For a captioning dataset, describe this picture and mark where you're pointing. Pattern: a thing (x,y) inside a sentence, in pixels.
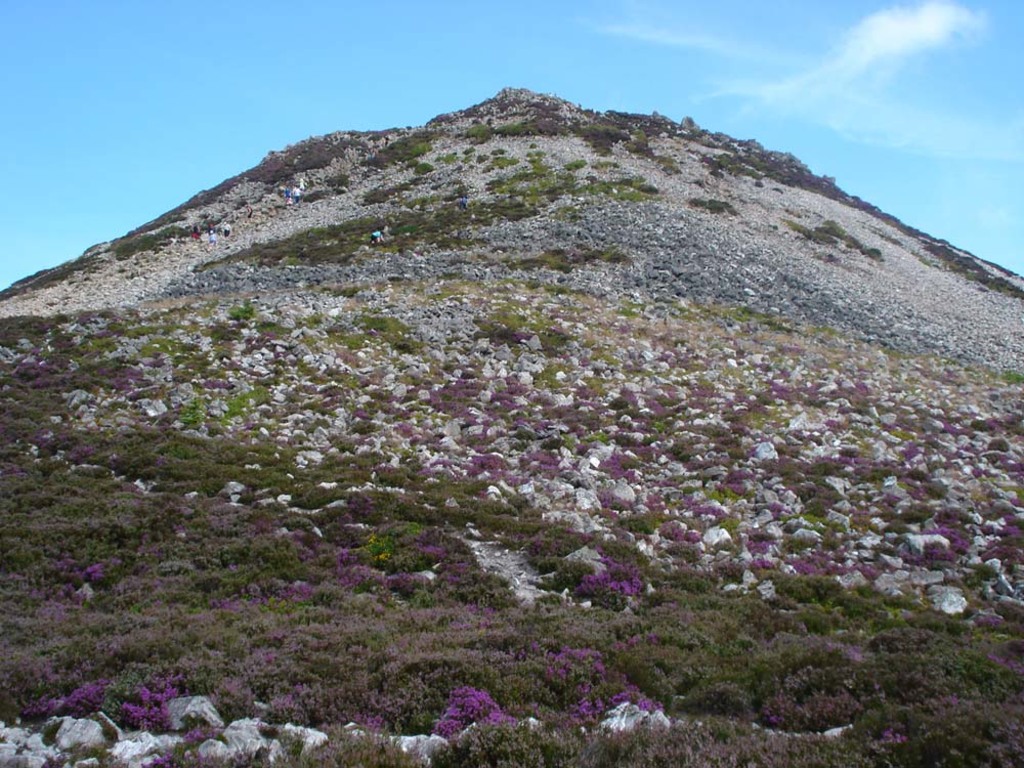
At the center of the image (530,413) there is a mountain (479,248). On the mountain (342,564) there are some rocks (217,285), flower plants (425,600) and some people (375,241) standing. In the background (285,80) there is a sky (786,78).
